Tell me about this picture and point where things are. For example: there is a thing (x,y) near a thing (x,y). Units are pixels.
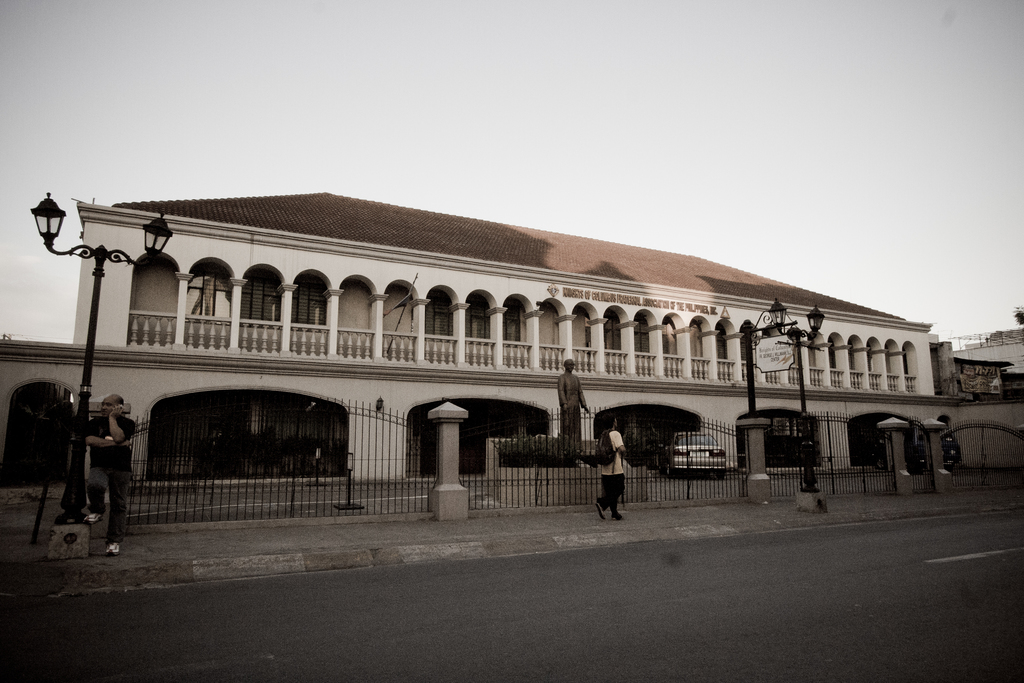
This is a building (676,364), this is car (705,465), here a person (118,461) is standing another (615,463) is walking, this is road (692,628) and a sky (607,97).
